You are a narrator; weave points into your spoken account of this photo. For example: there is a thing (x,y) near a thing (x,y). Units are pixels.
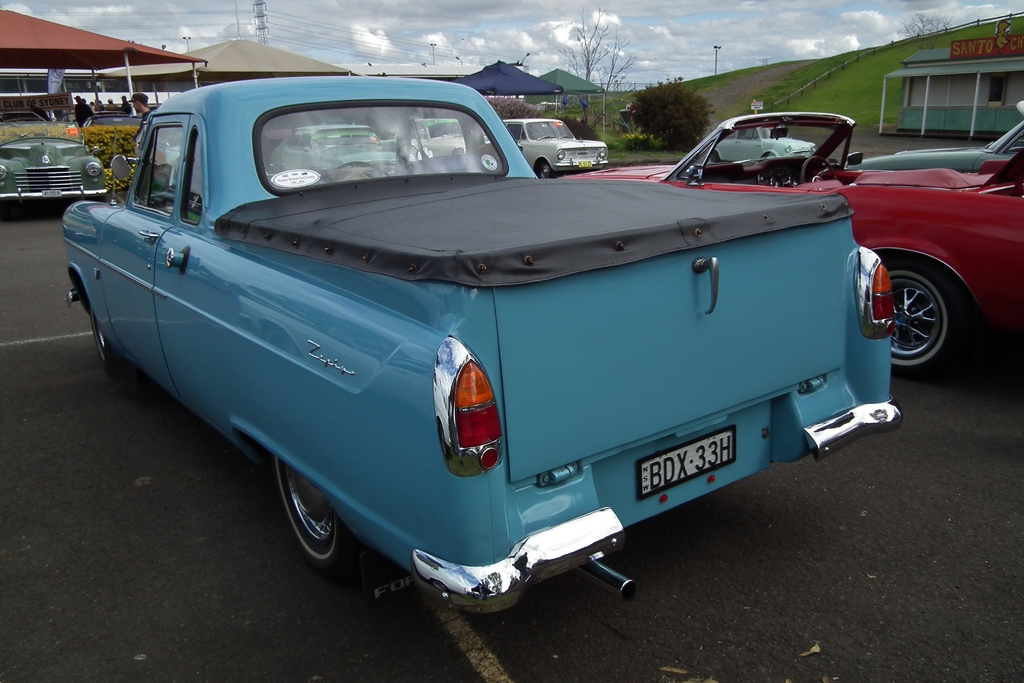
There are cars (307,182) parked. There are tents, people (82,121), trees (679,127), wire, pole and building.
